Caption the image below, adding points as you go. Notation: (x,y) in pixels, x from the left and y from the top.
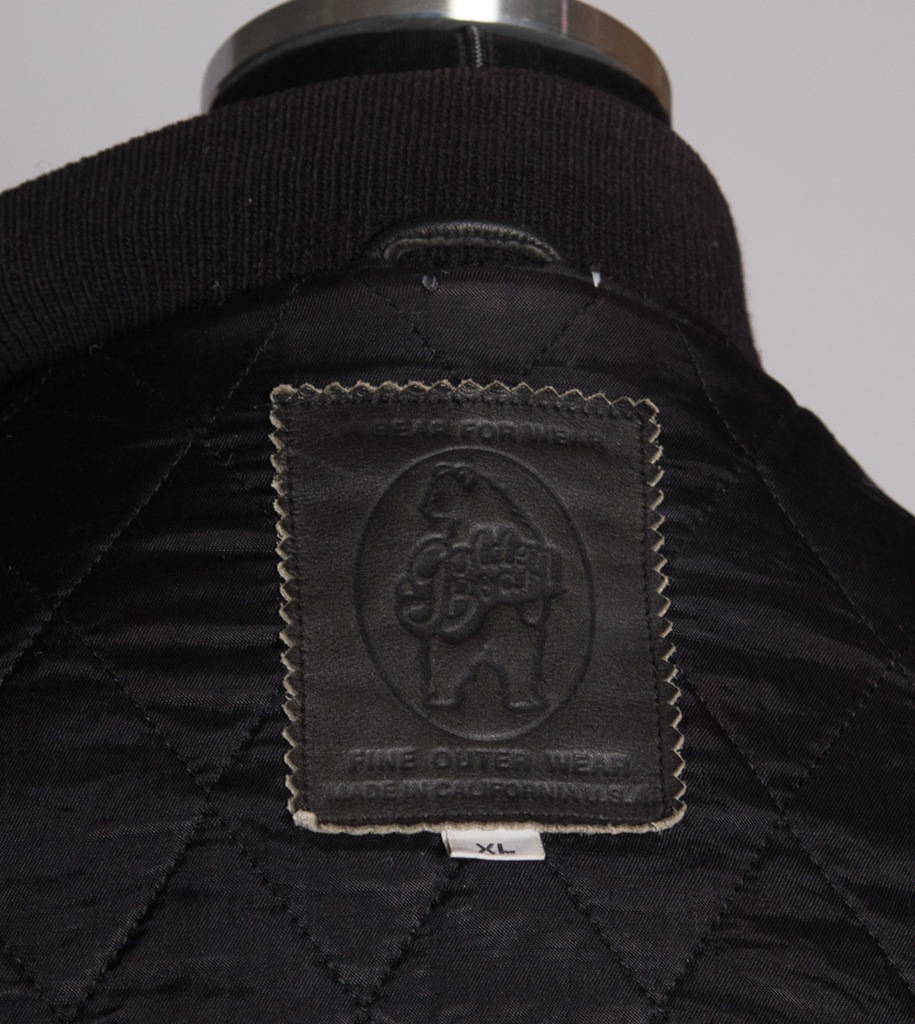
This image consists of a black color cloth (275,899) on which a label (497,611) is attached. On the label (518,651), I can see some text (425,783). At the top of the image (387,32) there is a metal object (368,24).
